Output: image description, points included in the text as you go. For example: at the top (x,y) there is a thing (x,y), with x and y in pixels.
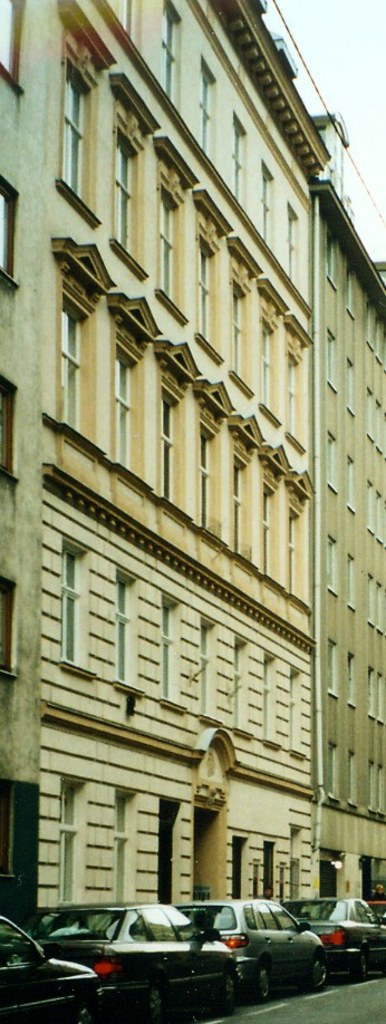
In this image we can see some buildings (173,816) and at the bottom of the image (76,940) we can see some vehicles (290,975) are parked. At the top (366,60) we can see the sky (369,17).
